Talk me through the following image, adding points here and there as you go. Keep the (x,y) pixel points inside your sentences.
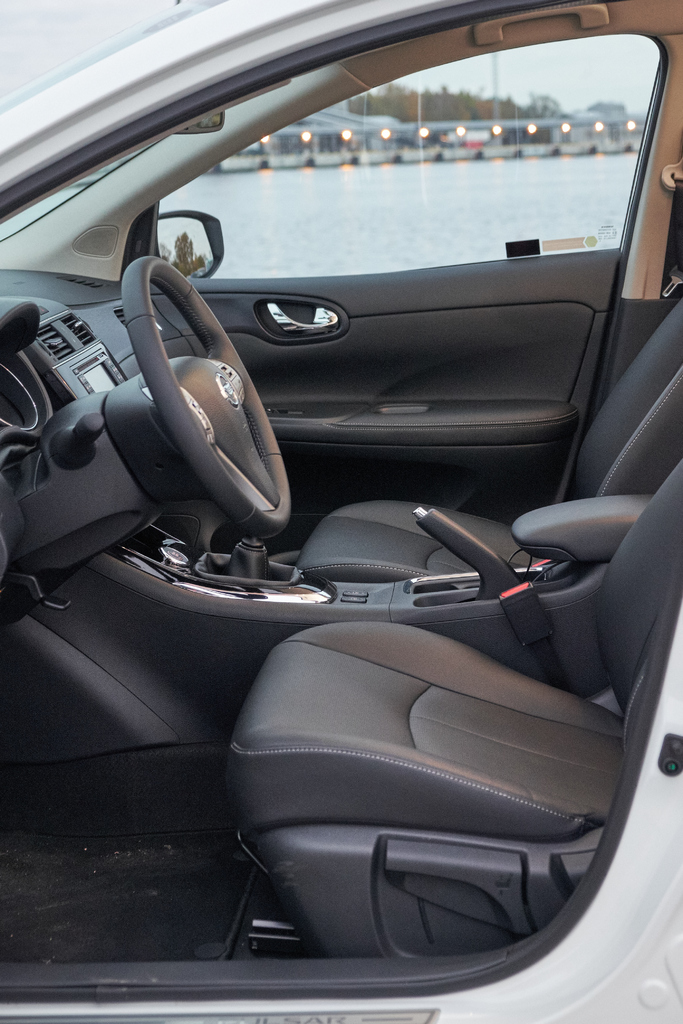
In the picture there is a front part (353,400) of car (236,362) is visible, only one of the door (318,385) of a car (202,549) is visible and there is a steering (146,445), gear (245,568), hand brake (496,563) and many other parts (402,699) of the car (465,563) are visible in the image. The background of the car (148,621) is blur.
